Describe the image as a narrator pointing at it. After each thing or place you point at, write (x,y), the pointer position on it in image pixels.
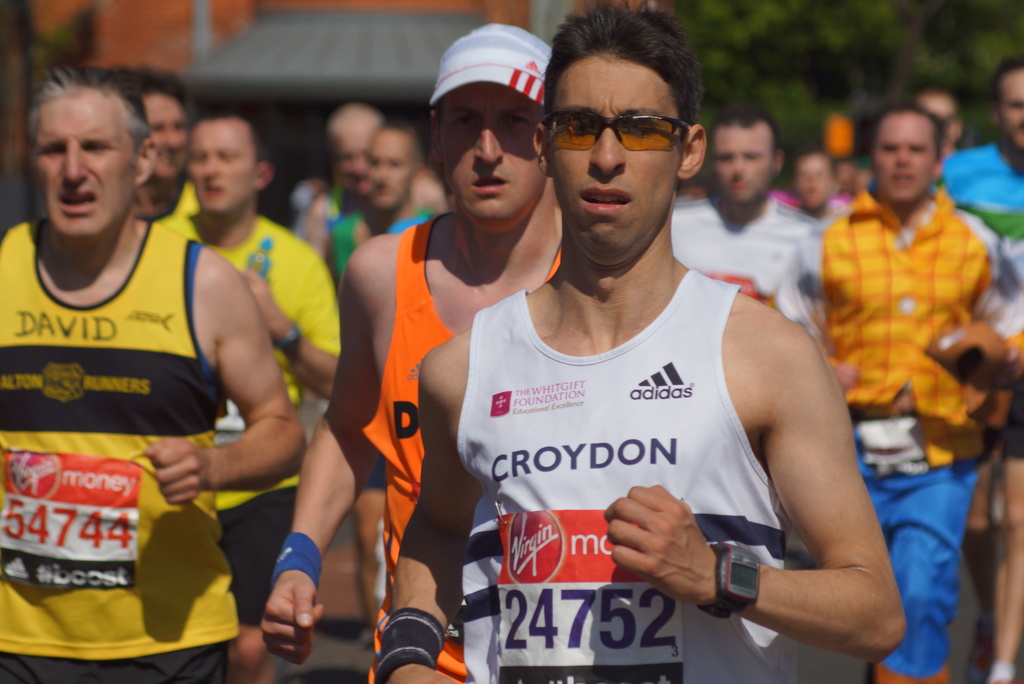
In the center of the image (504,377) we can see a few people (529,356) are running and they are in different costumes (858,400). Among them, we can see one person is wearing a cap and the other person (751,316) is wearing glasses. In the background (726,71) we can see trees (888,45), one building (413,26) and a few other objects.
